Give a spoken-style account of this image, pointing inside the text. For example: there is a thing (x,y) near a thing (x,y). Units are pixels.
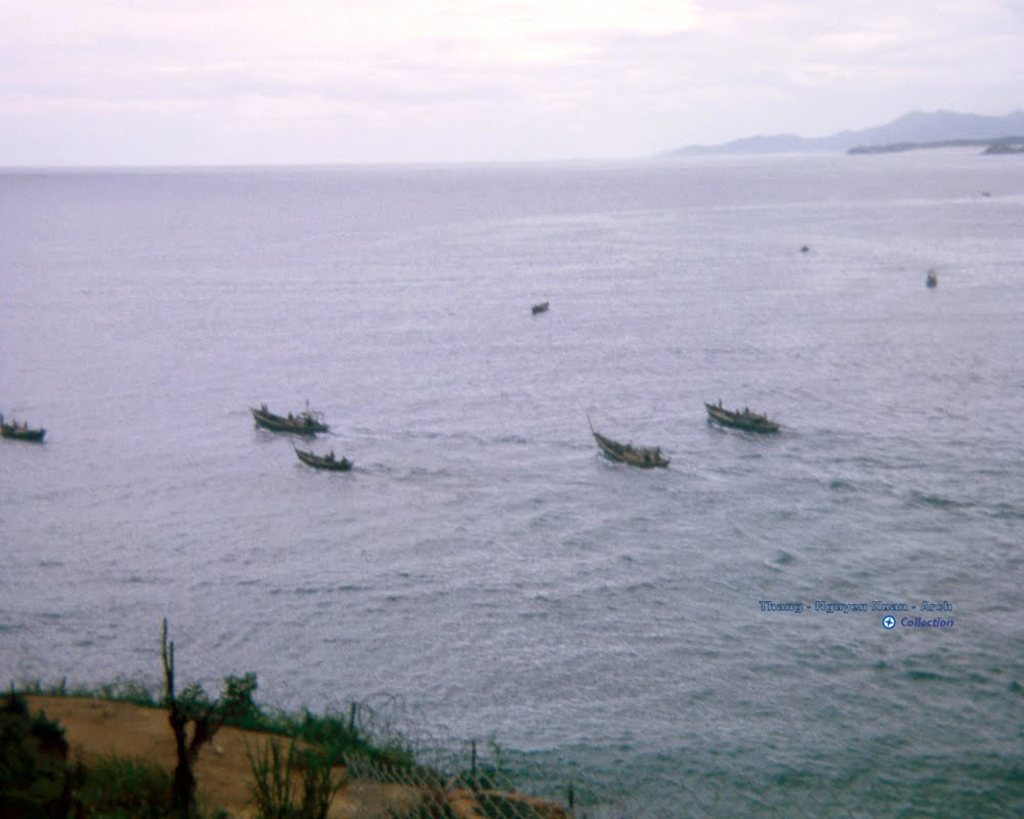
In this picture, we see boats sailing in water (455,534) and this water (609,309) might be in the sea (660,570). At the bottom of the picture (234,723), we see trees (308,807) and a fence (495,781). In the right top of the picture (834,146), there are hills (903,135) and at the top of the picture (360,66), we see the sky (284,151).
